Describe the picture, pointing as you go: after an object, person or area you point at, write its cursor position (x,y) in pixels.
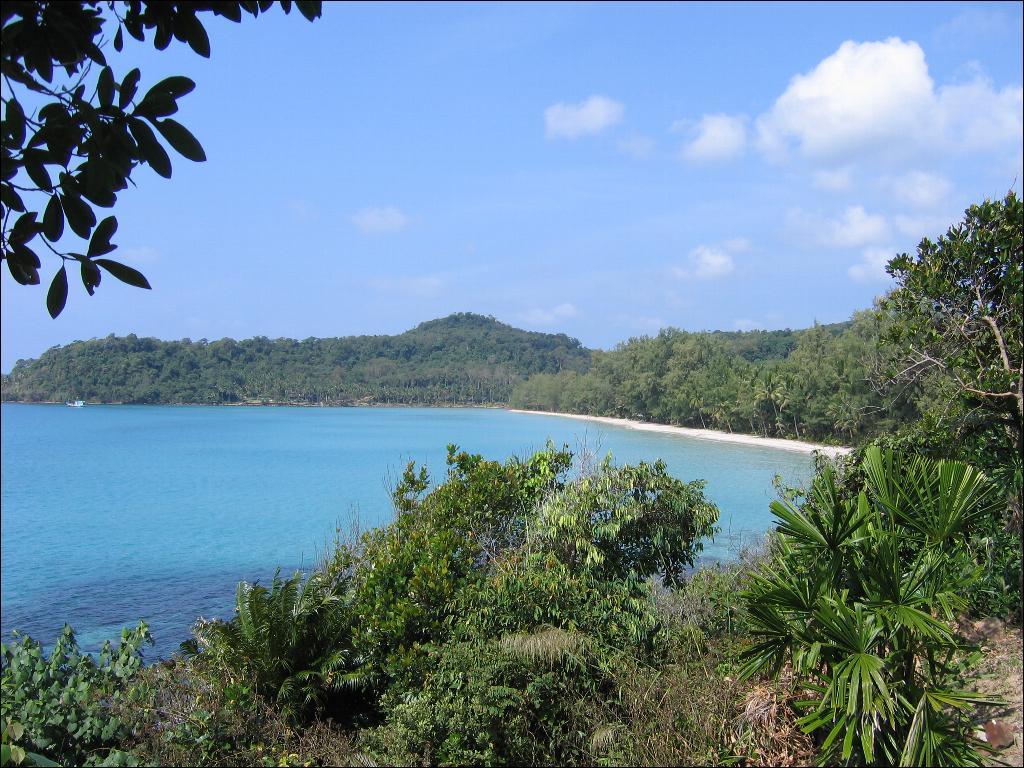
This picture is clicked outside the city. In the foreground (727,626) we can see the plants (591,635). In the center (529,447) there is a water body (180,466). In the background (118,363) we can see the trees (956,393) and the sky (582,144).
